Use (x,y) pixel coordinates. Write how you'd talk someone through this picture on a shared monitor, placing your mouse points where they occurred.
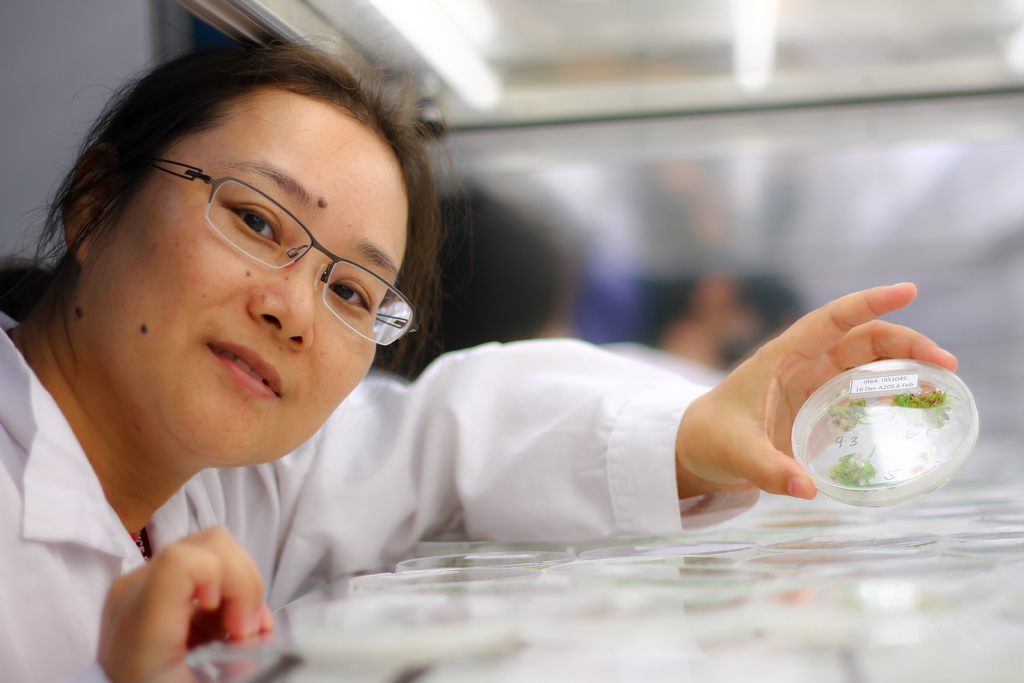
This image consists of a woman (154,416) wearing a white dress (657,413). And she is holding a small box (951,453). In which we can see small leaves (833,476). The background (584,19) is blurred.
